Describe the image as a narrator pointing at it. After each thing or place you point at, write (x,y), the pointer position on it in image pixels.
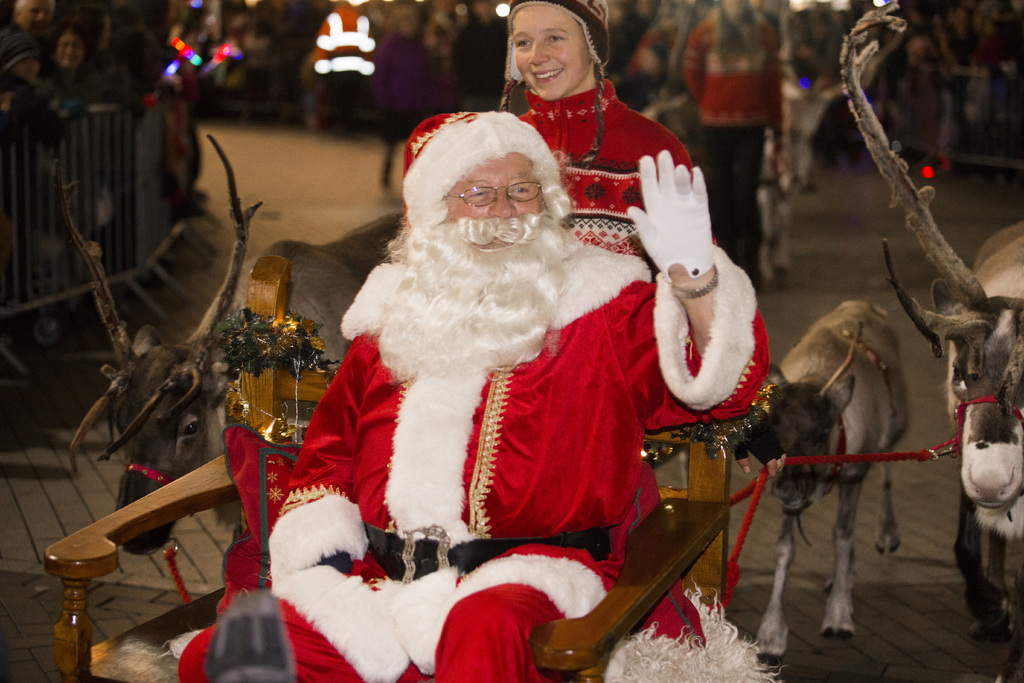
In this image there is a man (391,485) on chair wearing Santa Claus costume (533,369). In the background (567,84) there are many people (616,59). These are deer (881,384). Here there is barricade (56,227).
